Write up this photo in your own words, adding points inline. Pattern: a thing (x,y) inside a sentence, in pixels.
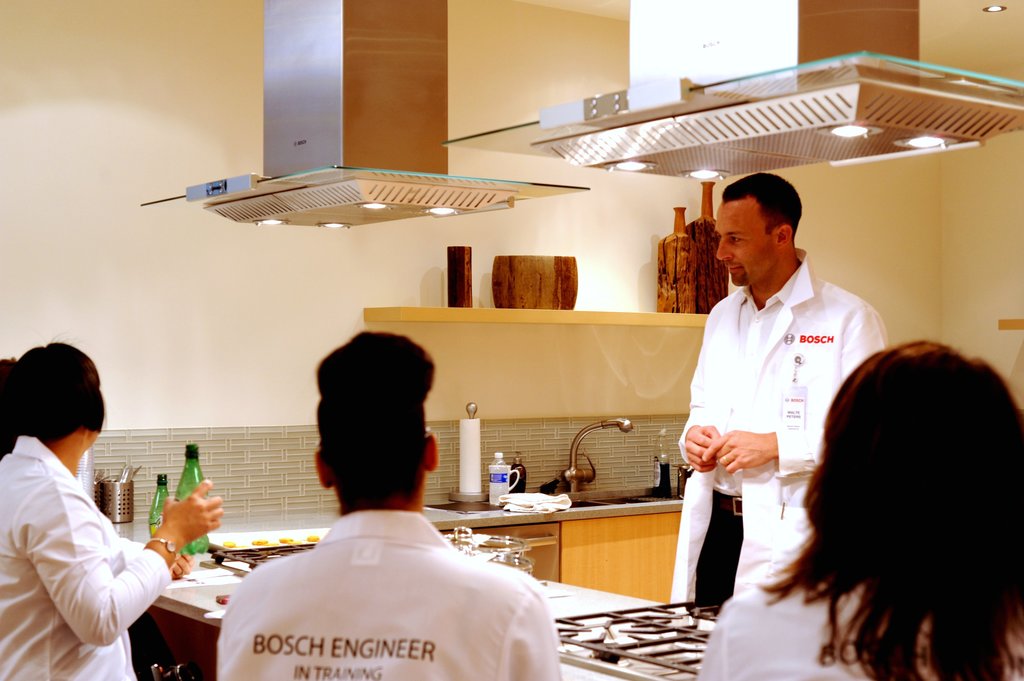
In this picture we can see four people (18,577) and a man (703,463) standing and in front of him we can see bottles (158,518), spoon stand (127,492) and some objects (304,531) and in the background (574,440) we can see a tap (586,478), cloth (543,493), wooden objects (532,305) on a rack (664,314), lights (639,159), walls (856,182) and some objects (741,130).
